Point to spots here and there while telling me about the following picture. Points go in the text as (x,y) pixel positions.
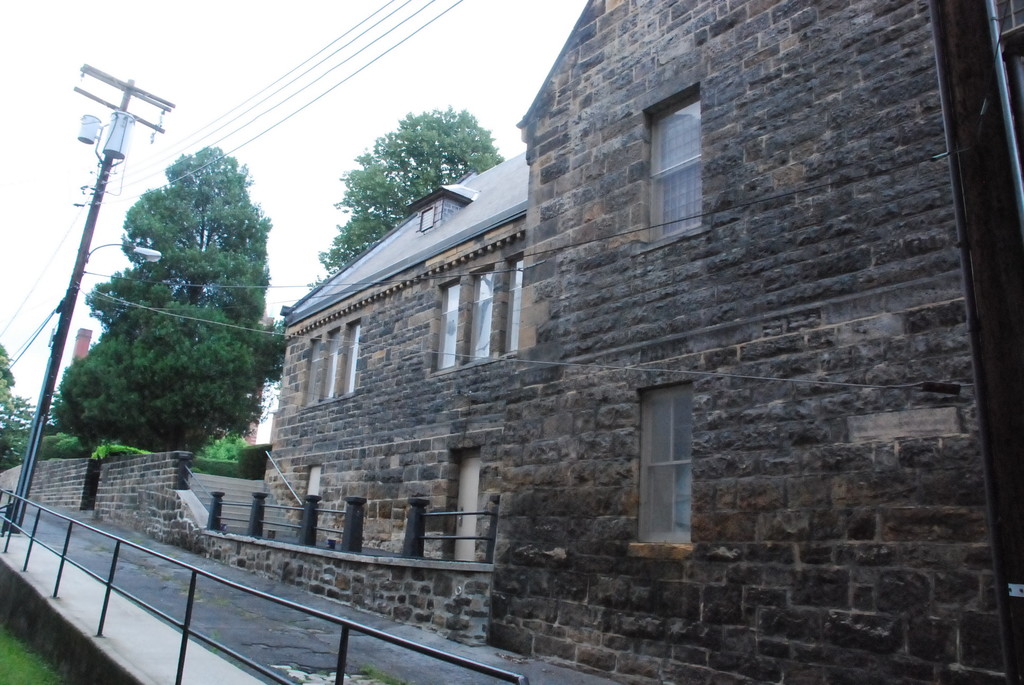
In this image there are buildings (341,341) and trees (163,298), in front of the building (403,489) there is a path (167,553), railing (116,550) and a utility pole (45,411) with cables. In the background (159,167) there is the sky (255,67).
